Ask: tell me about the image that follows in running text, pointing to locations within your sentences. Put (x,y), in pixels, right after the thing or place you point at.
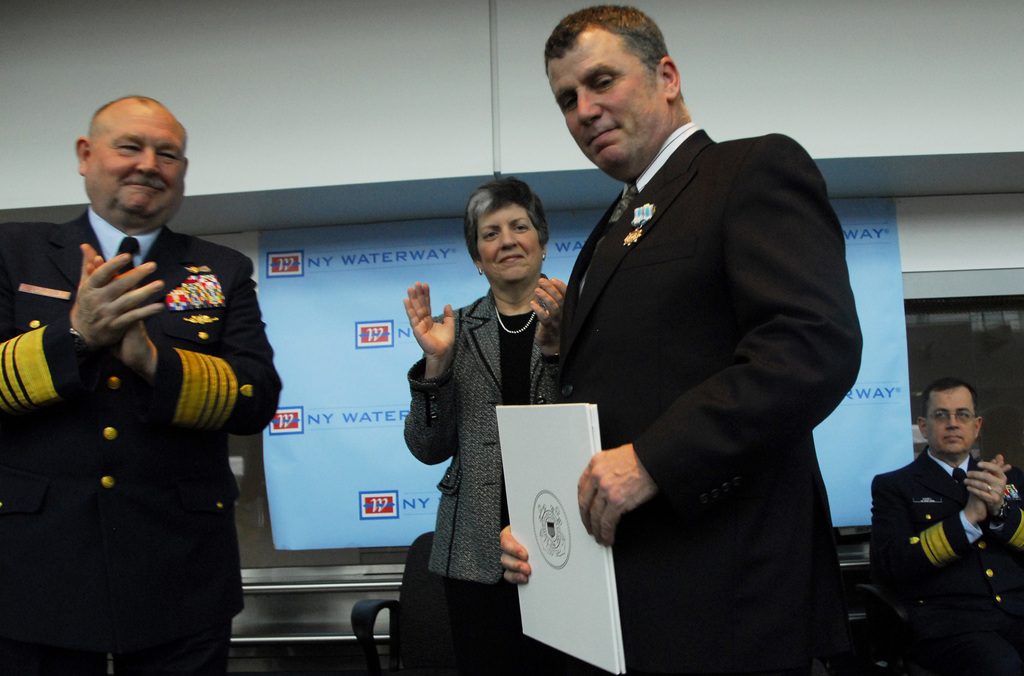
In this image we can see the persons (612,418) standing and there is the person (565,393) standing and holding a book (553,489). And at the back (322,296) there is the banner (382,371) attached to the window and there is the wall (511,59).
